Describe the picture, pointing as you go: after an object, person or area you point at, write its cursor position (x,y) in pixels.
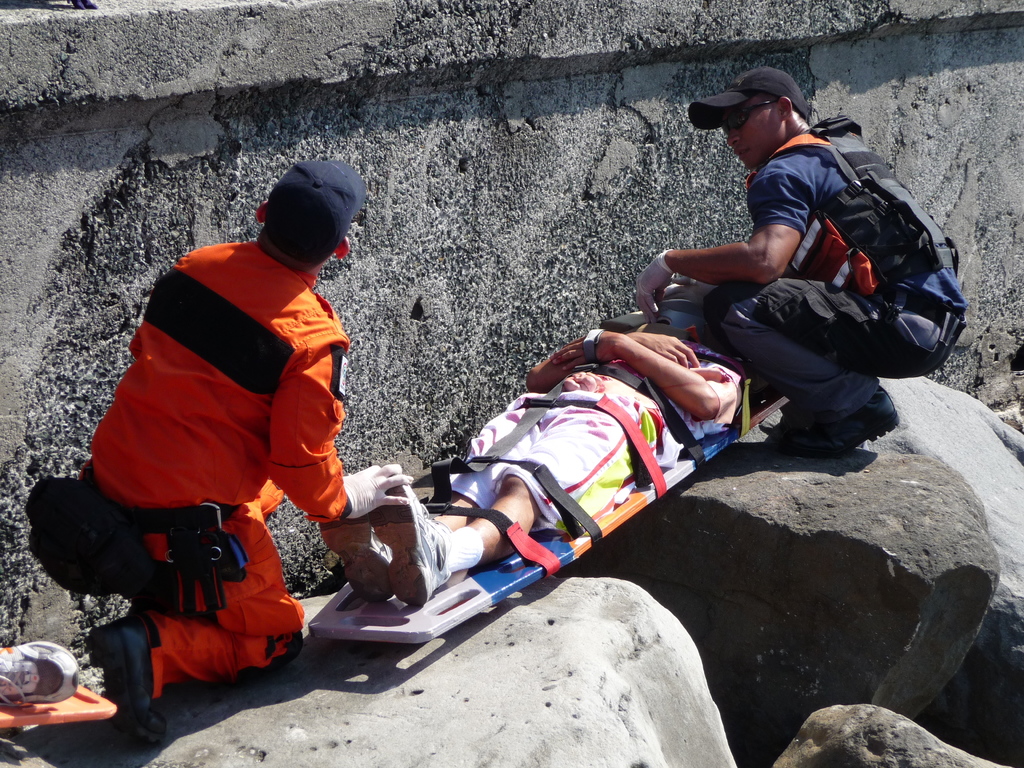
This picture is taken from the outside of the city. In this image, on the right side (806,283), we can see a man (817,221) sitting in a squat position on the stone (857,532). On the left side (291,619), we can also see another person (273,564) sitting on the stone (291,662). In the middle of the image (577,366), we can see a person (485,539) lying on the stretcher (707,441) and the person (515,408) is also tied with some belts (444,491). In the background (462,61), we can see a wall (845,57). On the left side (0,706), we can also see a leg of a person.
